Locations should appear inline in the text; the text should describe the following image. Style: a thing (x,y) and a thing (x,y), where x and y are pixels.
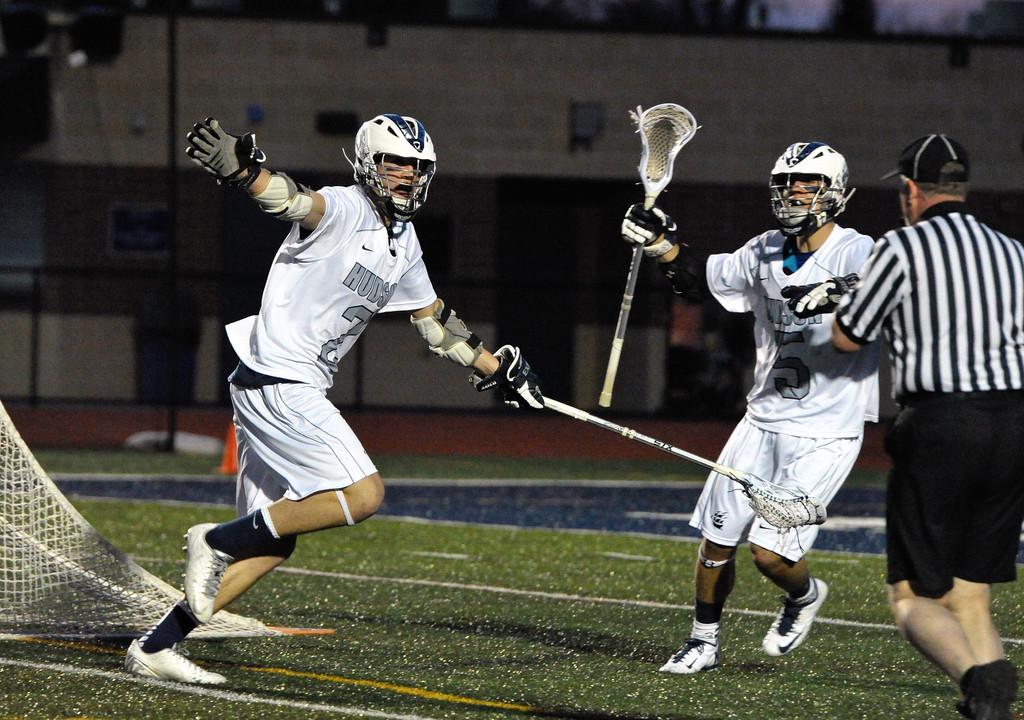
In this image, we can see people (834,282) holding sticks (668,155) and some are wearing helmets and gloves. In the background (359,83), there is a wall (273,101) and we can see some poles (175,97). At the bottom (95,571), there is net (127,569) and there is ground (505,600).
